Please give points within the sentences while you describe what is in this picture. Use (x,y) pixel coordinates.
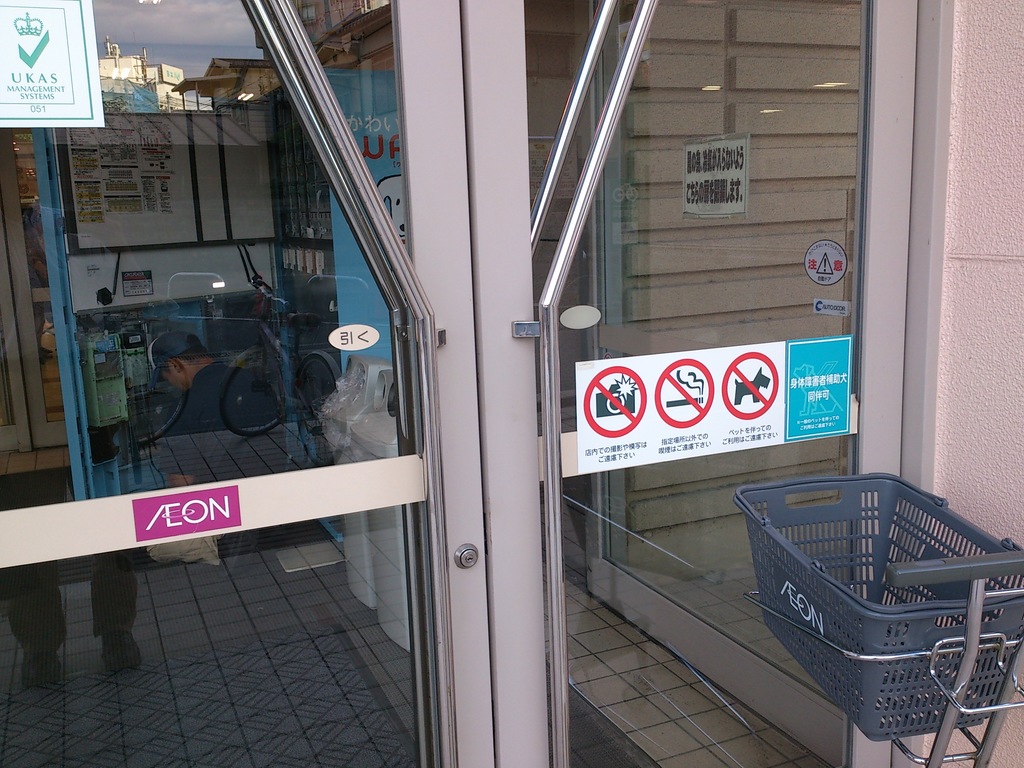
This image is taken outdoors. On the right side of the image (968,306) there is a wall (971,326) and there is a basket (908,621) on the stand (965,670). In the middle of the image (478,385) there are two glass doors (412,354). There are two posters (591,408) with a few images (658,399) and a text (47,74) on them. We can see there are a few shadows (203,426) on the glass doors (416,157).
